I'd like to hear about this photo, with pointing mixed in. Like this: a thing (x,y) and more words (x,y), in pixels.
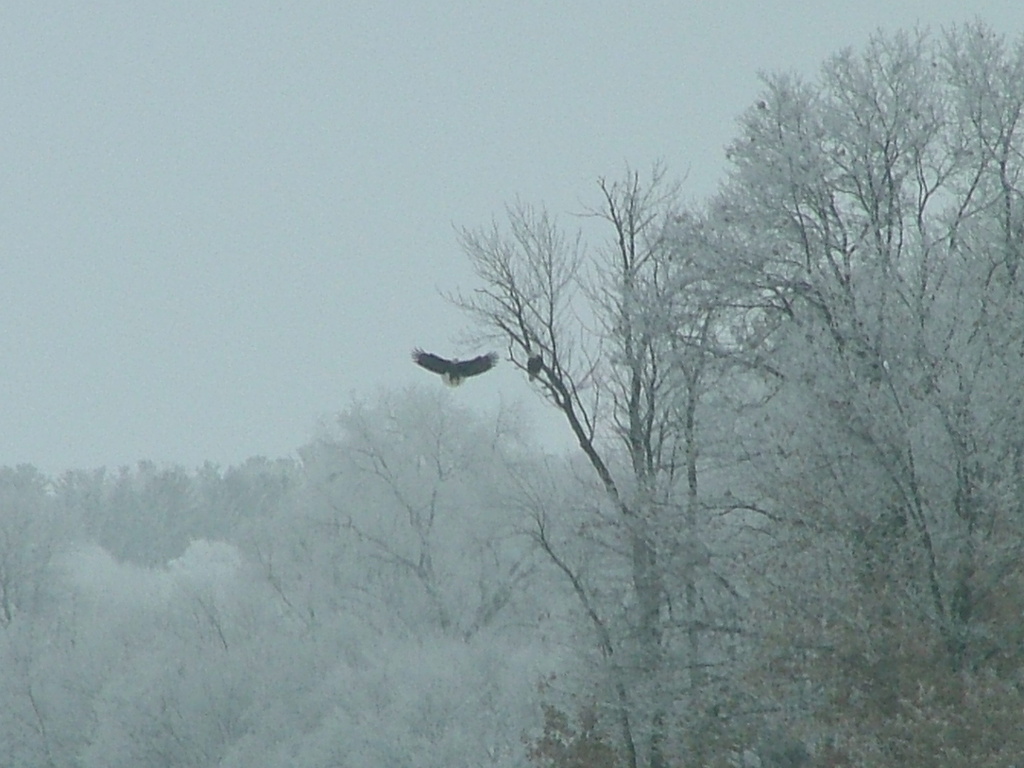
Here in this picture we can see number of trees (474,524) present, which are fully covered with snow (226,656) and we can also see an eagle (463,372) flying in the air (331,247) and we can see the place is fully covered with fog (279,451) and the sky (187,268) is cloudy.
